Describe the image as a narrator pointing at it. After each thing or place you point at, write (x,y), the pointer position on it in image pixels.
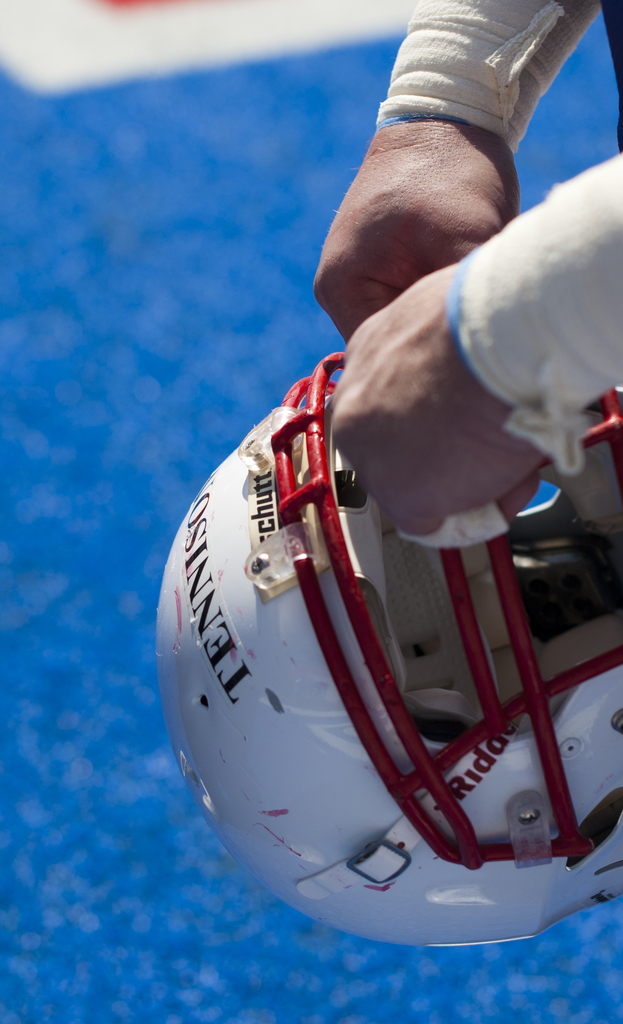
In this image I see a person's hands (423,260) who is holding a helmet (338,568) which is of red and white in color and I see something is written on it and I see that it is blue and white color in the background (114,297).
